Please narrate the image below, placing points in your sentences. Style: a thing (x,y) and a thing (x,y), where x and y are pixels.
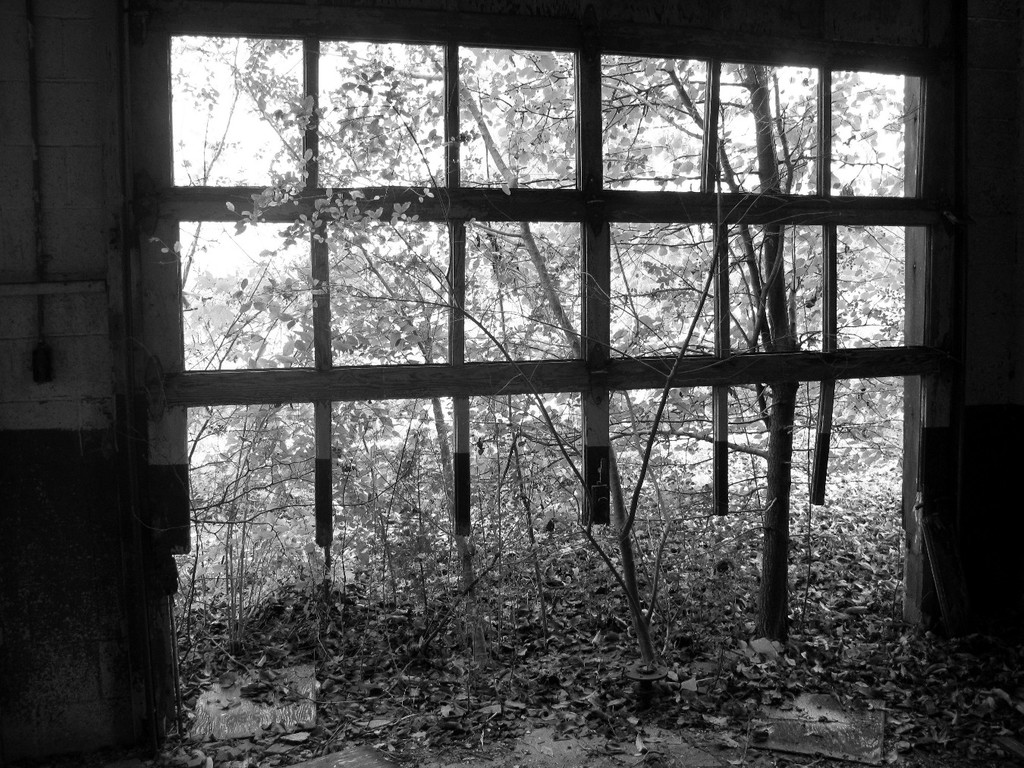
In the picture we can see a huge window (826,234) with frames (165,221) and we can see some plants (420,467) inside it and outside it also we can see some plants (613,465) and trees (613,465).
